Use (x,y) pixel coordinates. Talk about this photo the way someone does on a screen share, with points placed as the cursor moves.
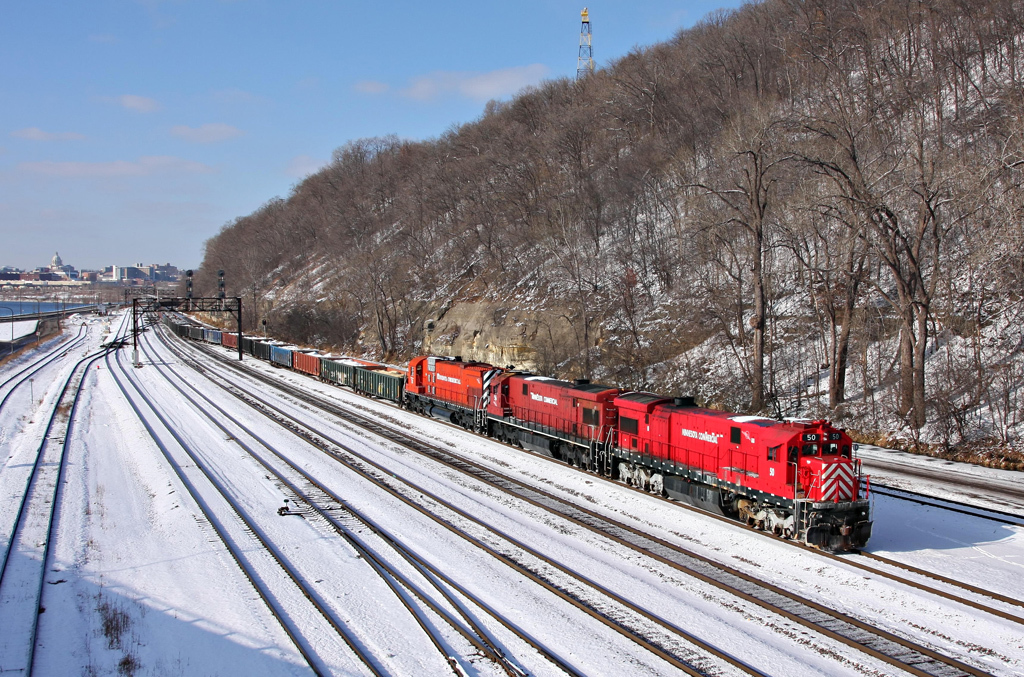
In this image in the center (678,407) there is a train (688,451), and at the bottom (272,597) there is snow (667,586) and railway track (201,475). On the right side (713,170) there are some trees (758,257) and mountains (856,303) and in the background (120,282) there are some buildings (100,275) and poles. On the top of the image (325,86) there is sky (551,43) and in the center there is one tower (583,59).
